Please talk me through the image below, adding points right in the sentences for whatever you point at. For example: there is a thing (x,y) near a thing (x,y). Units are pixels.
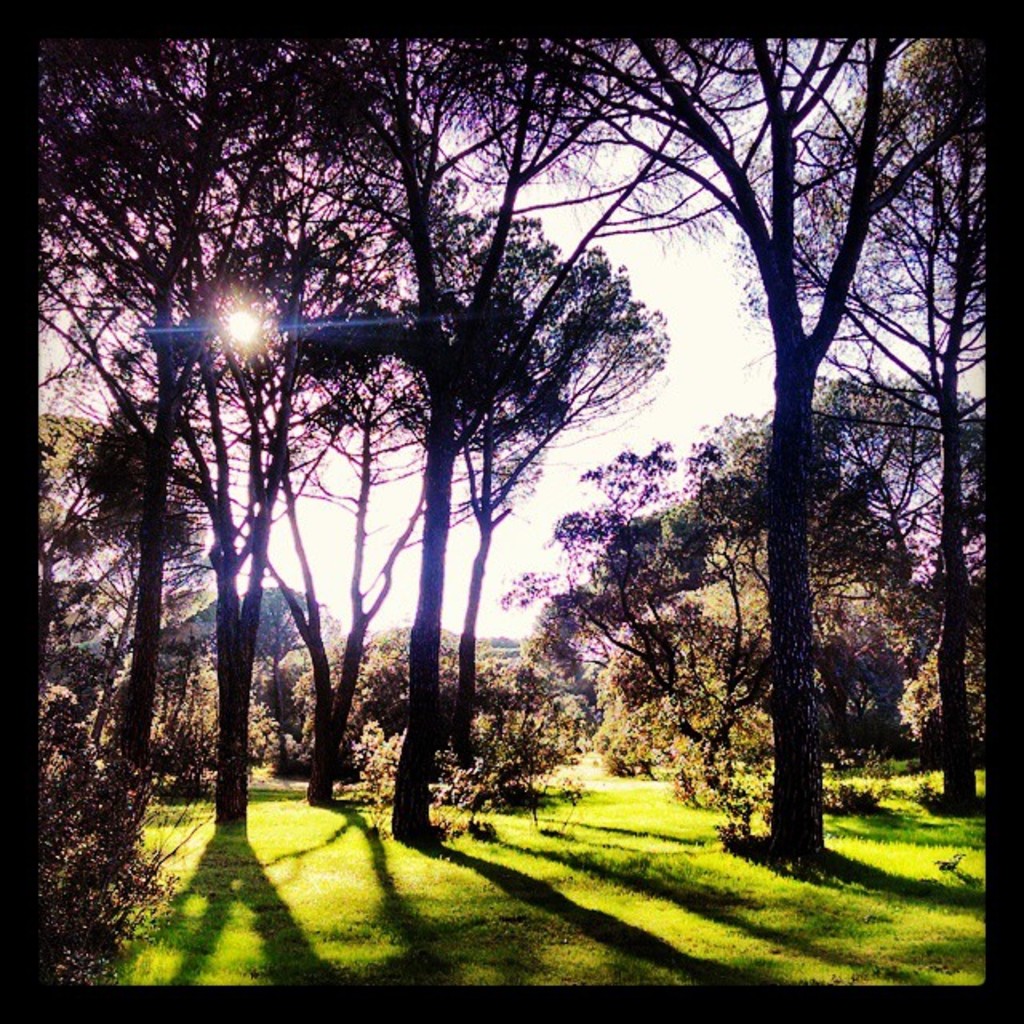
In this image there are some trees (574,689), and at the bottom (491,878) there is grass (890,880) and in the background (621,422) there is sky (696,312).
